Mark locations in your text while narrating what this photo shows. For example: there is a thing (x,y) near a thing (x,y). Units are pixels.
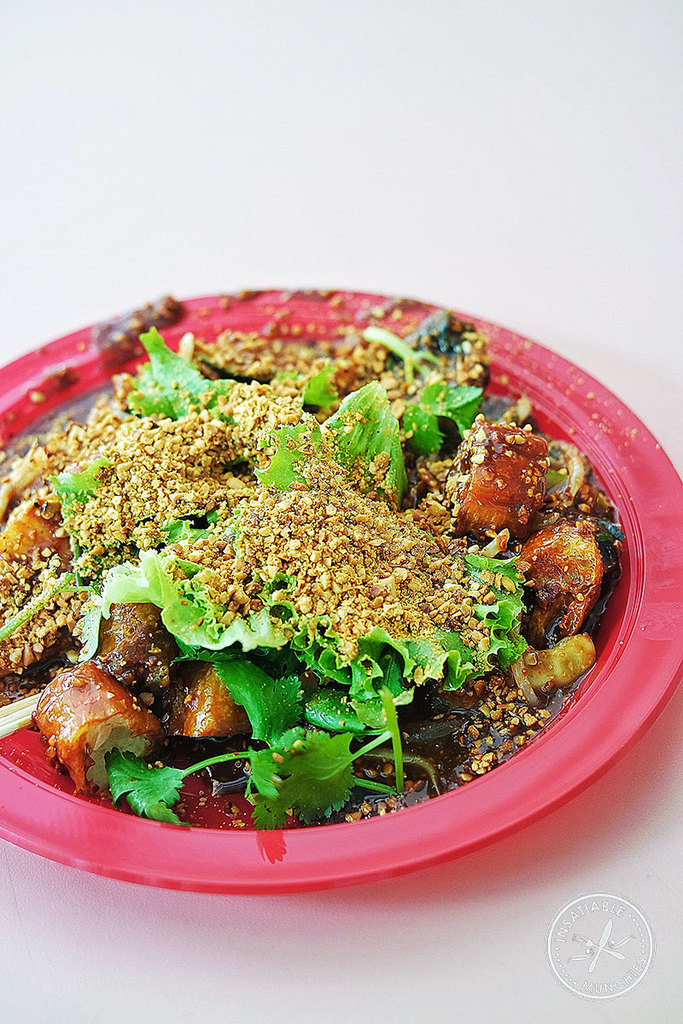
In the picture we can see a pink colored plate (93,822) in it we can see some curry (535,517) with leaf garnish (388,638) and some powder (336,594) on it.
